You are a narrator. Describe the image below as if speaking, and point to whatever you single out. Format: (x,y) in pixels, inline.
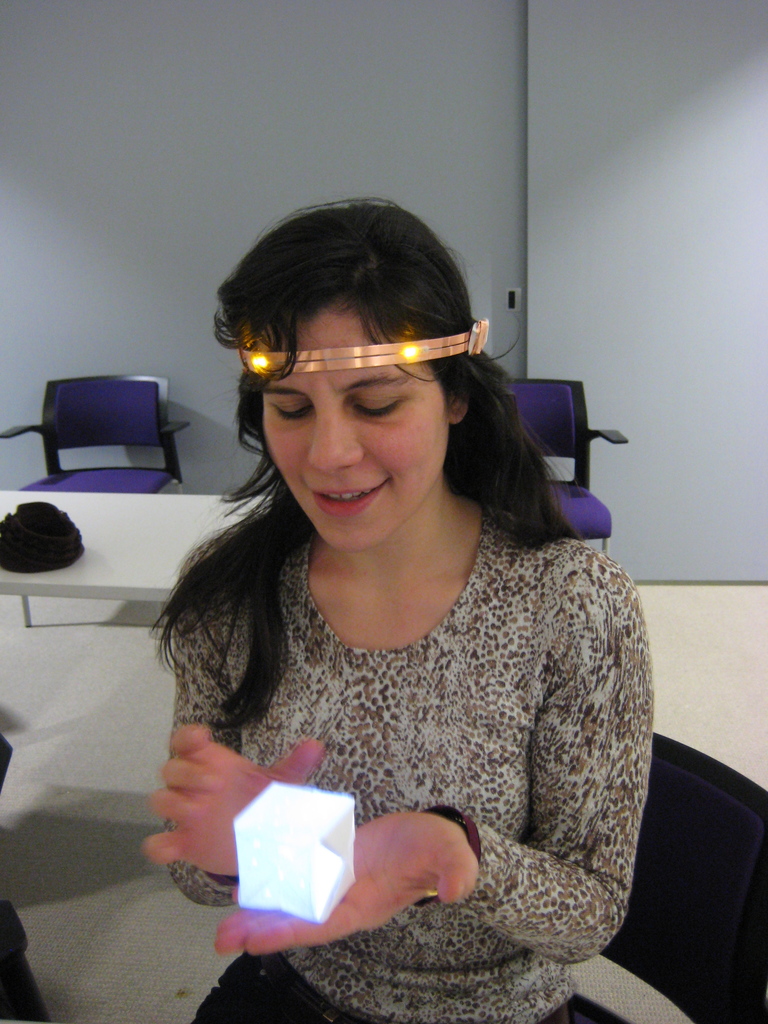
A woman (303,761) is holding an object (326,814), these are chairs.
